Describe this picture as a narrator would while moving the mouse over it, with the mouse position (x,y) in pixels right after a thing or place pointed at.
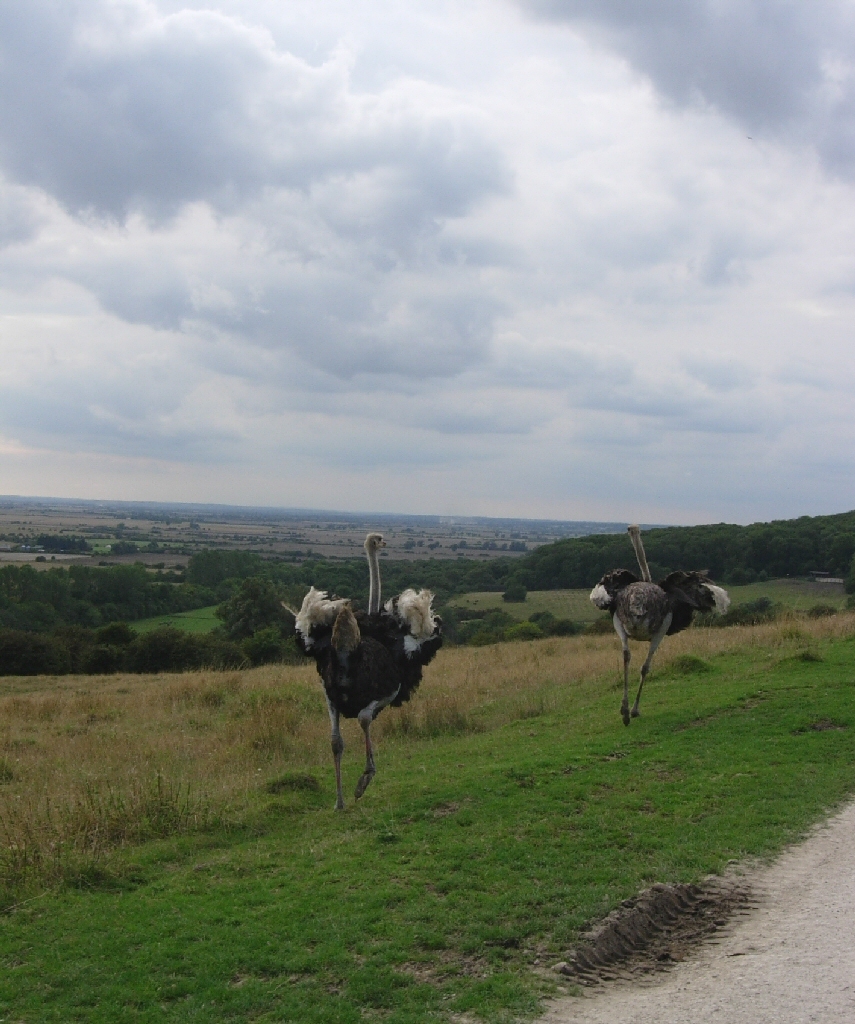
In this image we can see two birds (398,628) which are walking and in the background of the image (161,656) there are some trees (86,617) and cloudy sky (324,372).
